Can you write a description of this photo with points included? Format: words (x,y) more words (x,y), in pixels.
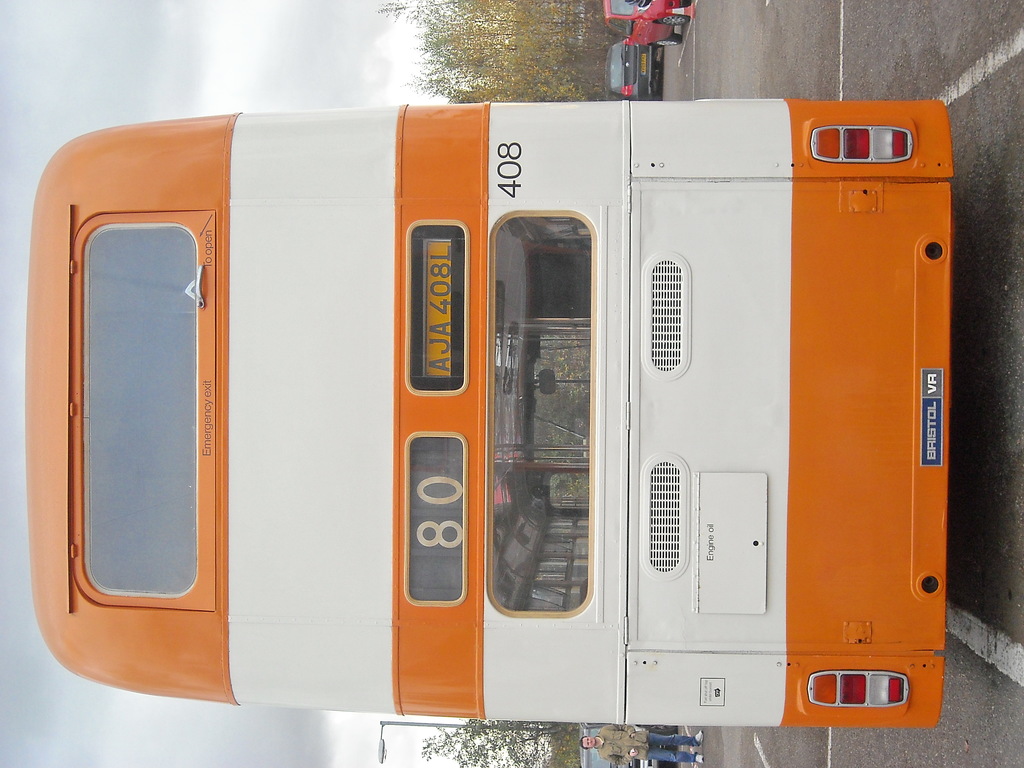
In this image I can see few vehicles (649,75) around. In front (304,269) I can see vehicle (296,287) which is in orange and white color. Back I can see a person (596,744), trees (502,21), and light pole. The sky (343,761) is in white and ash color.
